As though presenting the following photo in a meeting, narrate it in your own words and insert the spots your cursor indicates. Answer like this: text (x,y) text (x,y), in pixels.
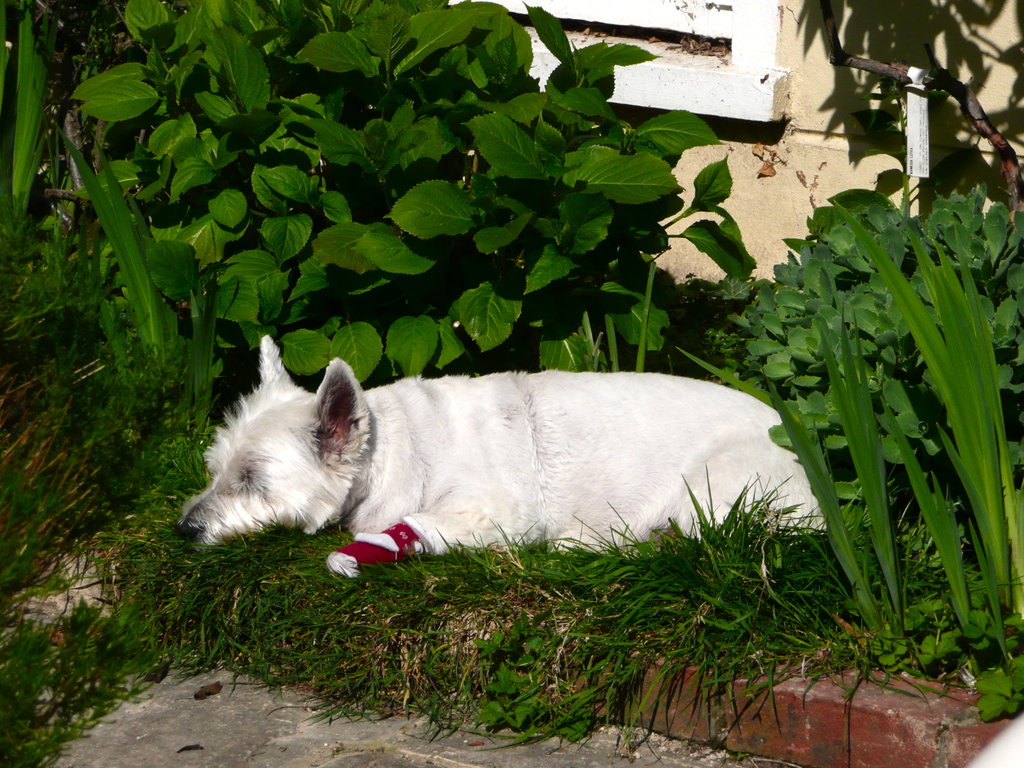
This picture is clicked outside. In the center (626,420) there is a white color dog (450,452) seems to be sleeping on the grass (622,574) and we can see the plants (622,179). In the background (845,77) there is a wall (803,145).
